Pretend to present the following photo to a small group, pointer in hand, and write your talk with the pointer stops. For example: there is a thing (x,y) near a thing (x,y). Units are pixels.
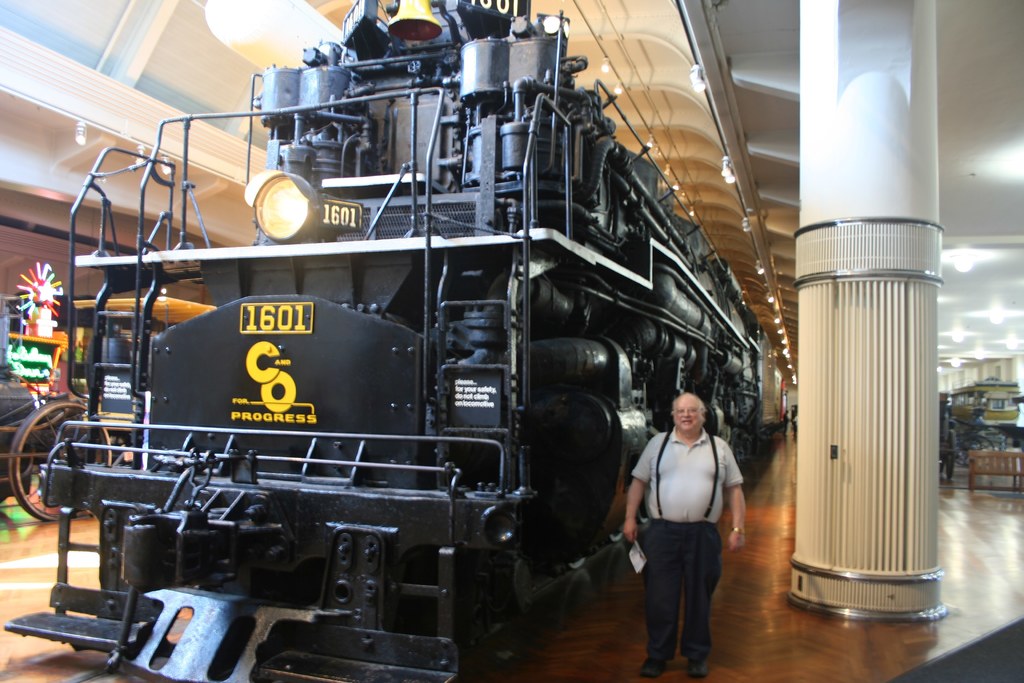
In this image I can see the machine (348,450) which is in black color. To the side I can see the person (650,494) standing and wearing the white color dress (692,482). I can also see the pillar (858,383) to the right (875,381). To the left (41,447) I can see the cart (25,477). I can also see the lights (566,29) in the top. To the right (1008,467) I can see the bench (997,466) which is in brown color.
